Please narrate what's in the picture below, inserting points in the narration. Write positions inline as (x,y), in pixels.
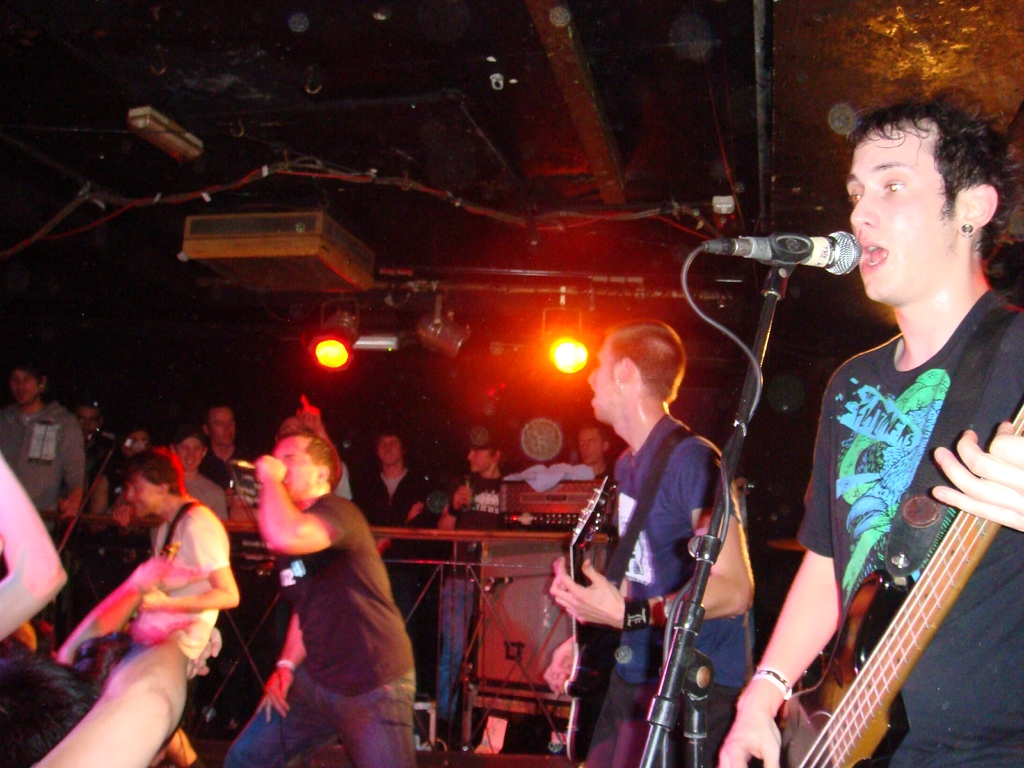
In this picture we can see some people (268,498) are dancing and some people (813,569) are standing and singing a song to the microphone (834,273) and they are playing a guitar (844,692) back side some people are standing and two Lights (552,359) Are focusing from the backside.
